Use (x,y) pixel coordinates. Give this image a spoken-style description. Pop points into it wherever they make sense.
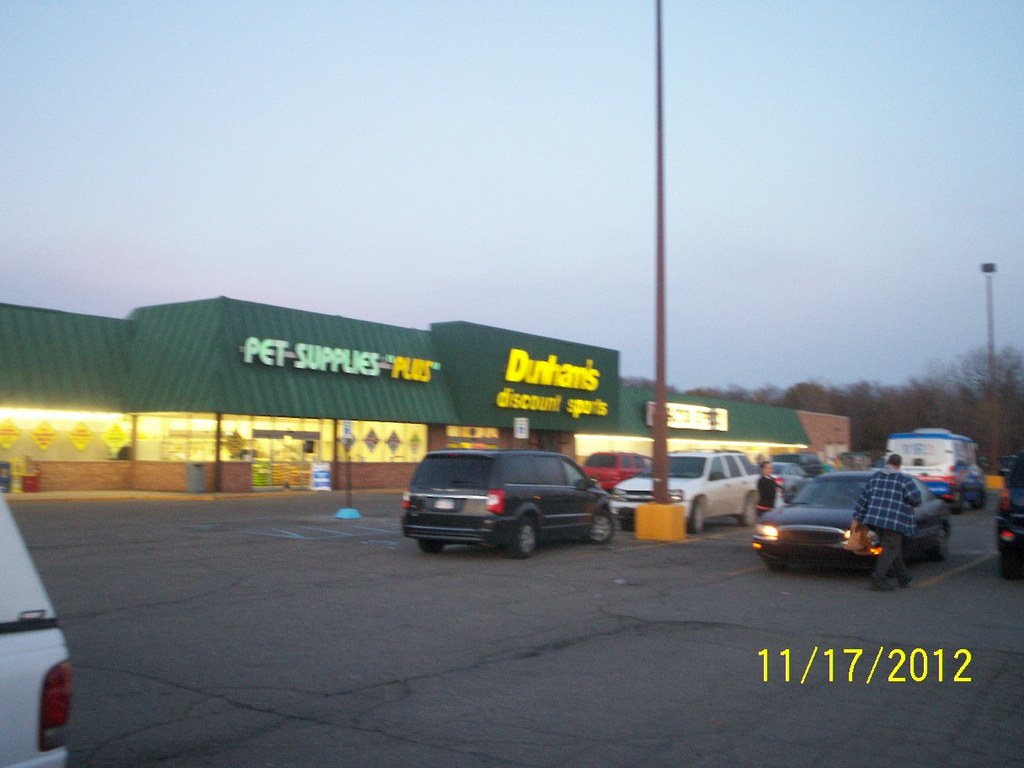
This is an outside view. In this image I can see many vehicles (500,507) on the road (529,653) and also there are two light poles (655,489). In the middle of the image (598,424) there is a building (570,415). On the right side (904,389) there are some trees (862,426). On the left side (23,685), I can see a part of a vehicle (13,646). At the top of the image (337,190) I can see the sky (390,165).
